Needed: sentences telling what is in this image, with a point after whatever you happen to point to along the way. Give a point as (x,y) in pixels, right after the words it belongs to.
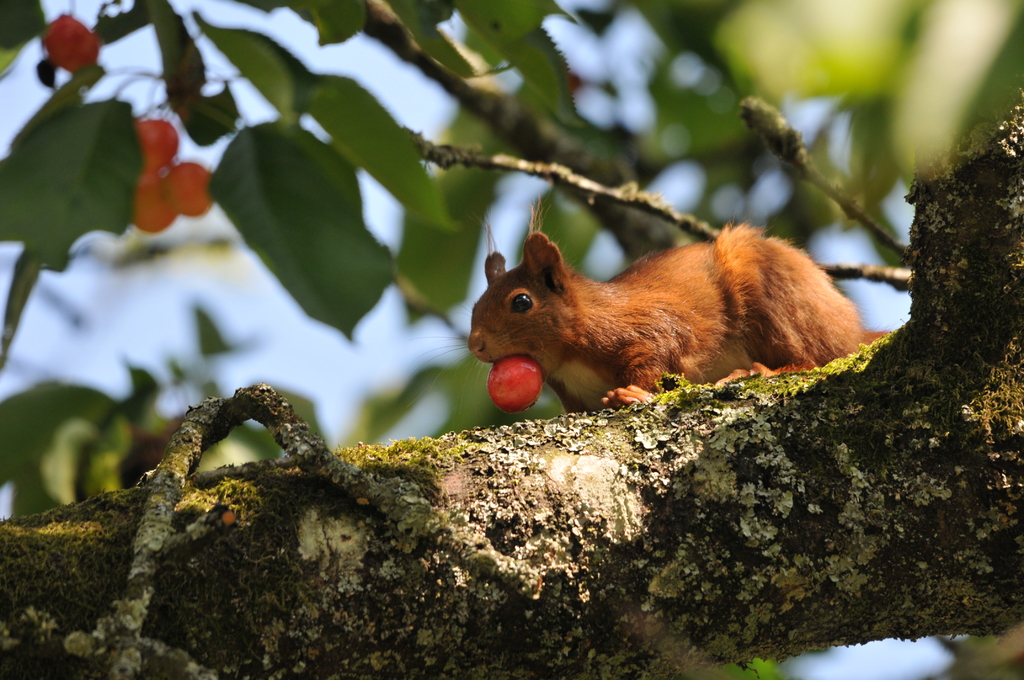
In the image we can see a squirrel (630,333) on a stem (495,646) and it is eating some fruit (529,378). Behind the squirrel (548,341) there is tree (959,146). Behind the tree (940,106) there is sky (270,299).
